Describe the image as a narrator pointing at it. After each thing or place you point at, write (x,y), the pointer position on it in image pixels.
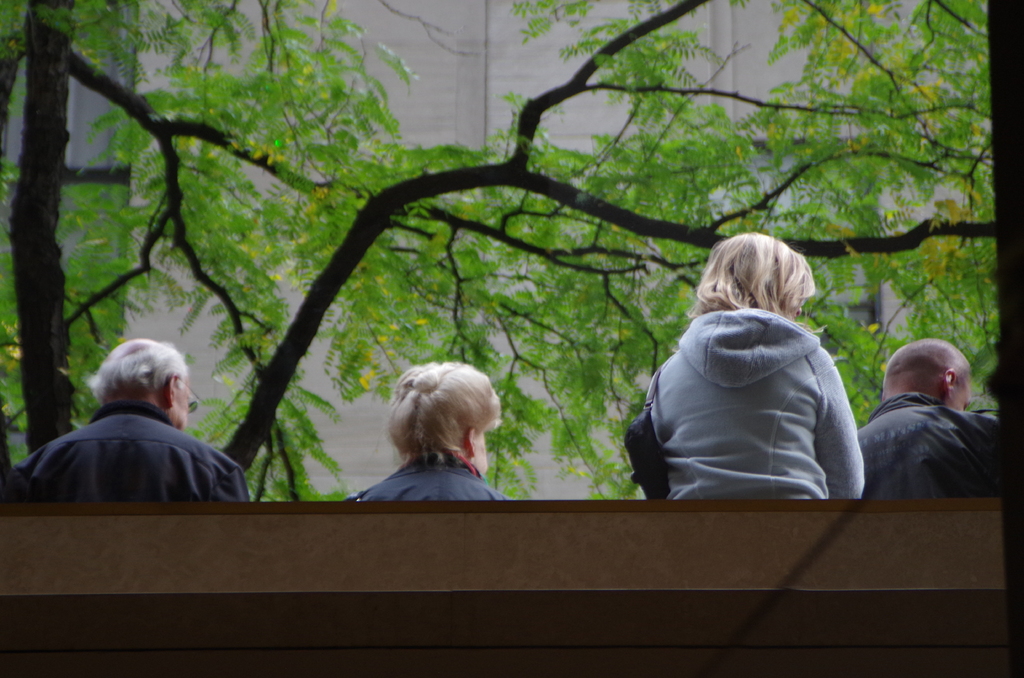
In this image we can see a few people (791,428), in front of them there are trees (474,228) and building (432,77).
